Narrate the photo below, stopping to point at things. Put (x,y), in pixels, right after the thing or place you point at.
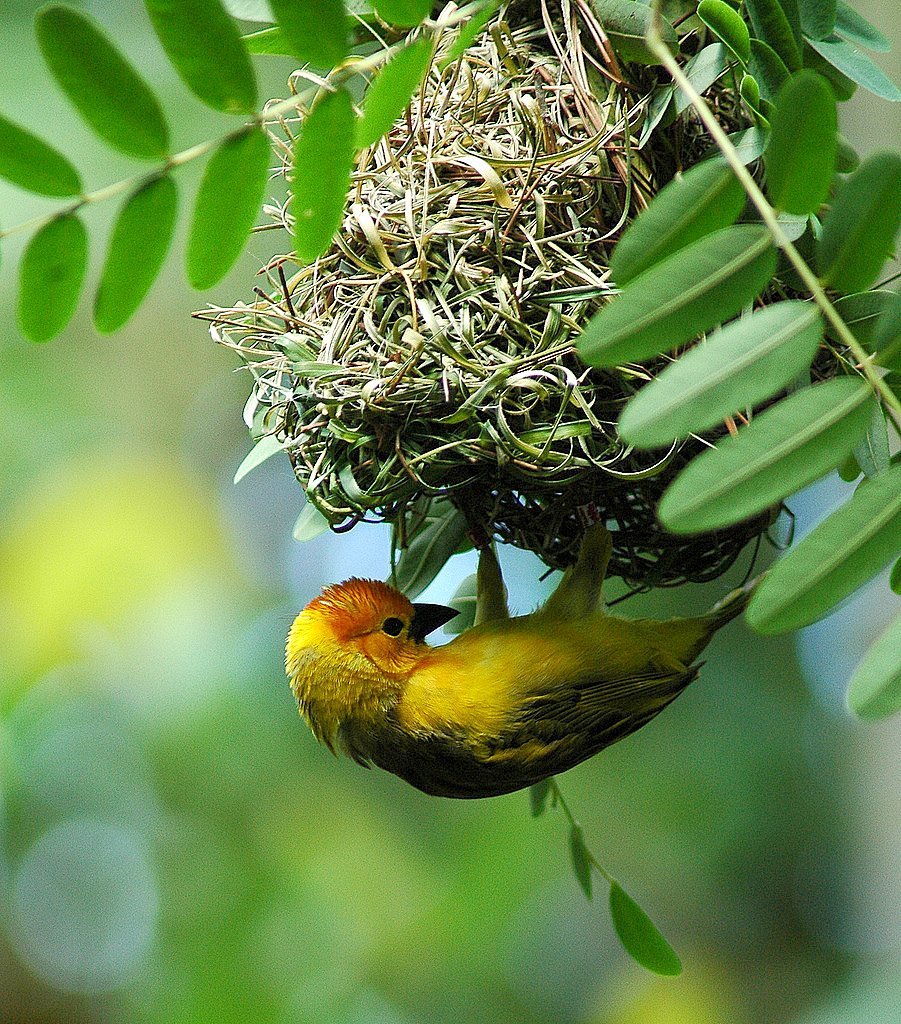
In this image I see the leaves (48,147) and I see the nest (546,259) over here and I see the bird (464,633) which is of yellow, black and orange in color.
